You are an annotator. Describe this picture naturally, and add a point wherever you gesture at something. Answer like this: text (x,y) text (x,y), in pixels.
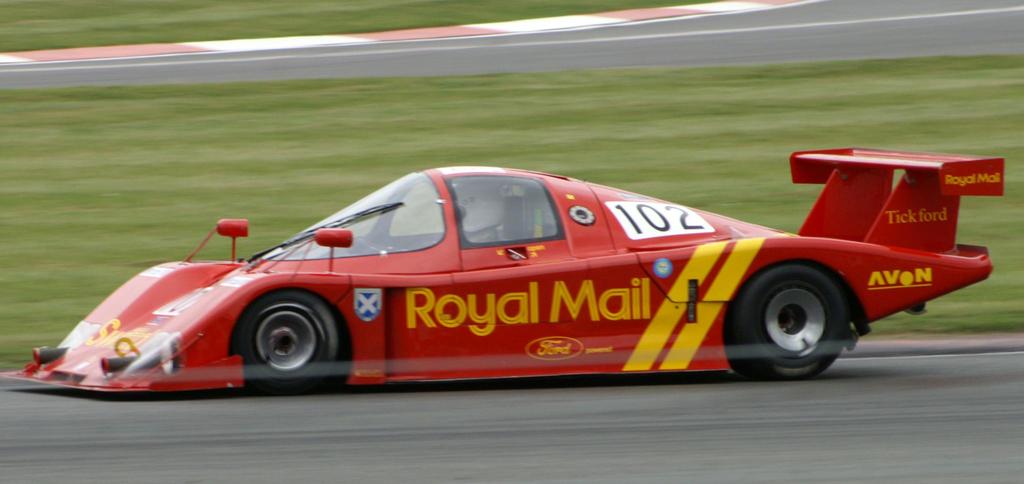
In this image there is a racing car (442,341) on the track (29,441), on the other side of the car (337,284) there's grass (360,83) on the surface (353,188).
